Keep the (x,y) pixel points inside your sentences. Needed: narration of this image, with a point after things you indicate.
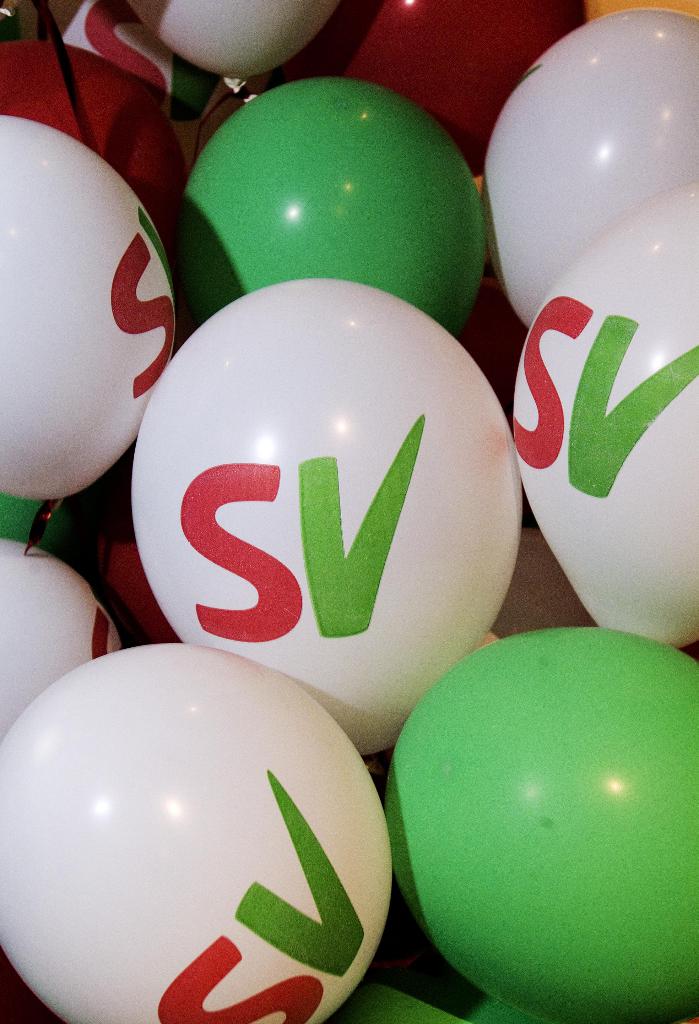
In the image we can see there are many balloons (216,655), white and green in color. On the balloon (288,608), there is a text (255,556).
